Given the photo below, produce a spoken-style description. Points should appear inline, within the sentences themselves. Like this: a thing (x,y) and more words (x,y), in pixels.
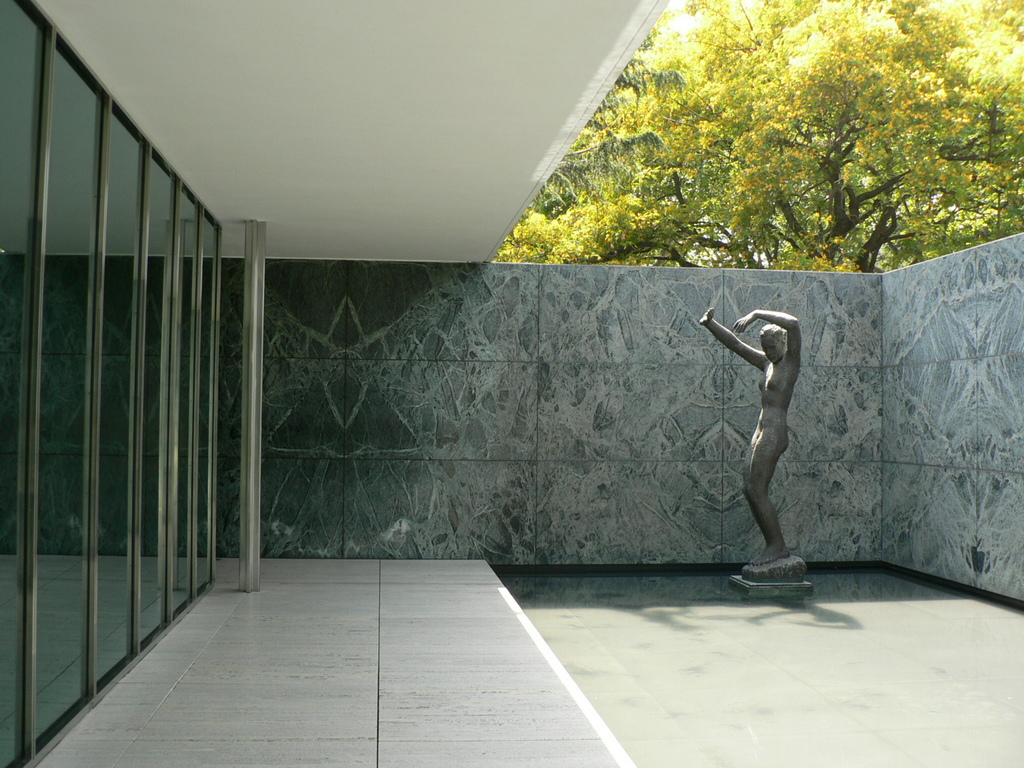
In this Image I can see walls (608,436), trees (653,235), shadow (640,609) and here I can see a sculpture (756,350).
